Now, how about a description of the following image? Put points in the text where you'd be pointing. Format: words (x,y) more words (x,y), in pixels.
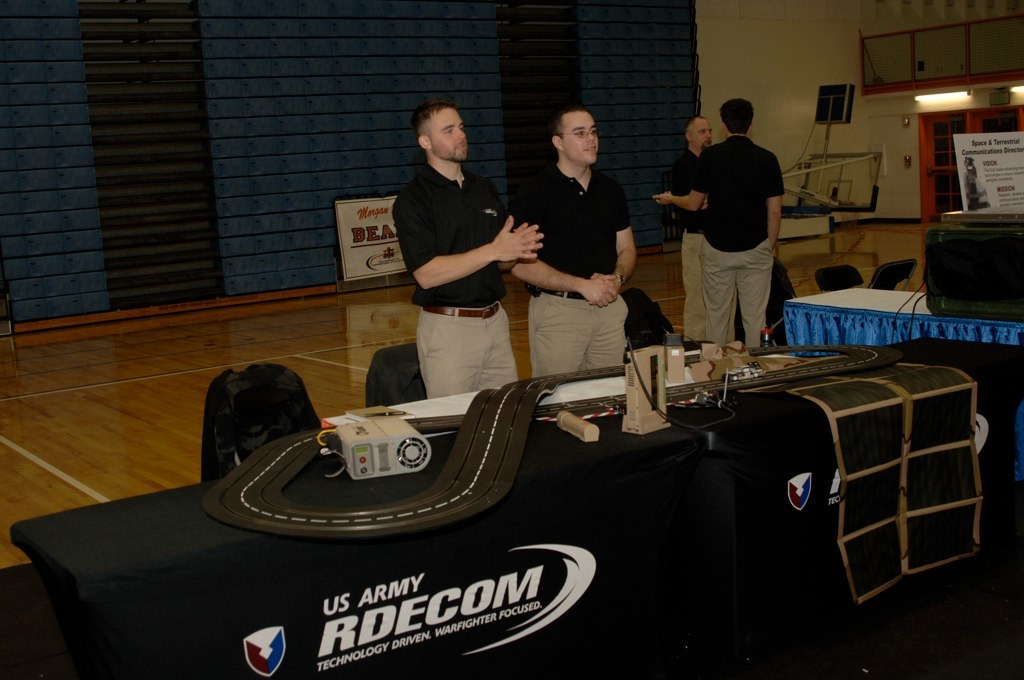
In the center of the image (619,383) there is a table (373,672) on which there is a black color cloth (118,518). There are people (498,376) standing. There are chairs (240,405). At the bottom of the image (105,461) there is a wooden flooring (118,453). In the background of the image (293,268) there is a wall (753,74). To the right side of the image (939,199) there is a door (925,182).
